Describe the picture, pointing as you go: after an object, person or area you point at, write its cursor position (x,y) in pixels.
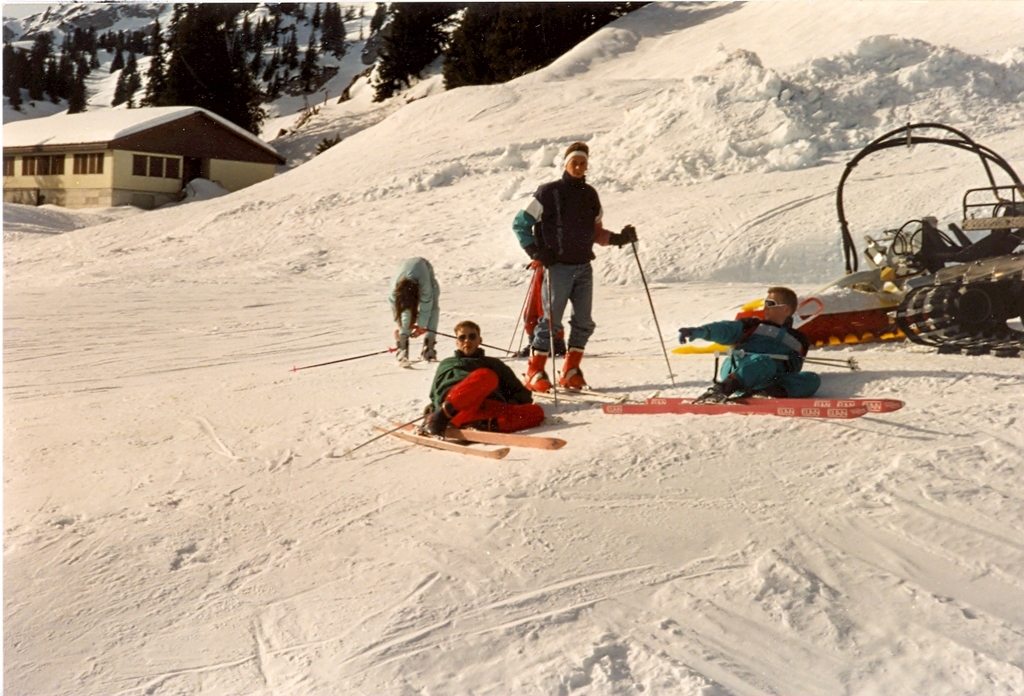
In this image I can see two persons (474,407) lying down and the other two persons (557,267) are standing. They are using skiboards (520,438). At the right corner of the image (861,293) I can see a snow vehicle (932,296). At the background (186,133) I can see a house (159,173) with windows (161,175) and trees (218,80). I think is of a snow (716,530).
